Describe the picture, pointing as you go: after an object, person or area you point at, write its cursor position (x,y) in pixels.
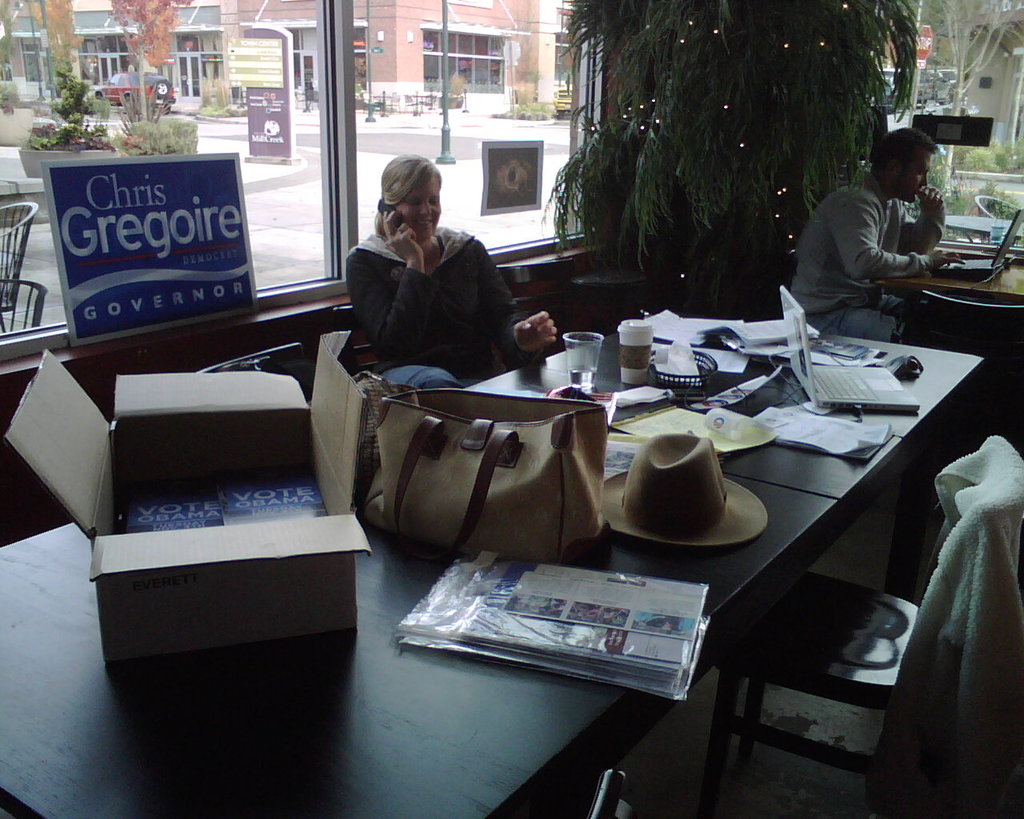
As we can see in the image there is a building (433,82), Christmas tree (739,149), people (426,231) sitting on chairs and there is a table (438,789). On table (92,590) there is a box (216,579), handbag (431,489), hat (681,484), papers (591,611), glass (593,349) and laptop (807,371).
